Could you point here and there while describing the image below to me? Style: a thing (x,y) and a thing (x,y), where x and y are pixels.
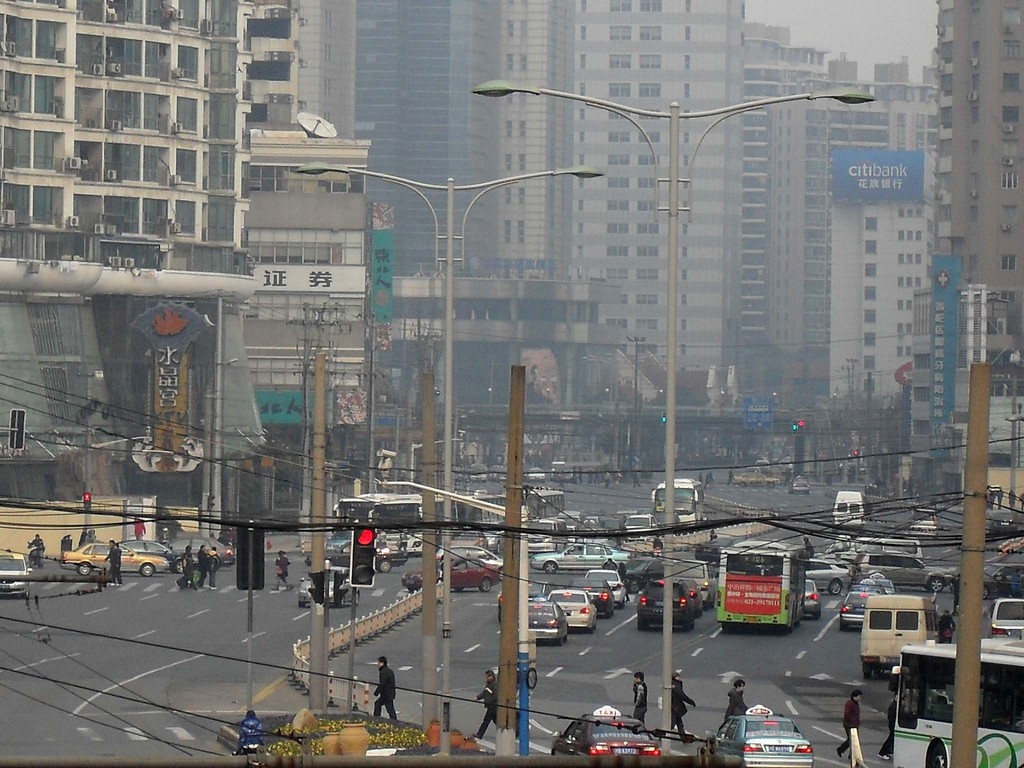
In this image we can see the tower buildings (148,224). Here we can see the air conditioners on the wall (169,121). Here we can see the vehicles (729,735) on the road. Here we can see a few persons (144,529) walking on the road (229,569). Here we can see the traffic signal poles (342,600) and light poles (448,277). Here we can see the hoarding boards (941,410). Here we can see an electric pole (322,319) on the side of the road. Here we can see the satellite (304,126) at the top of the building (310,148).
